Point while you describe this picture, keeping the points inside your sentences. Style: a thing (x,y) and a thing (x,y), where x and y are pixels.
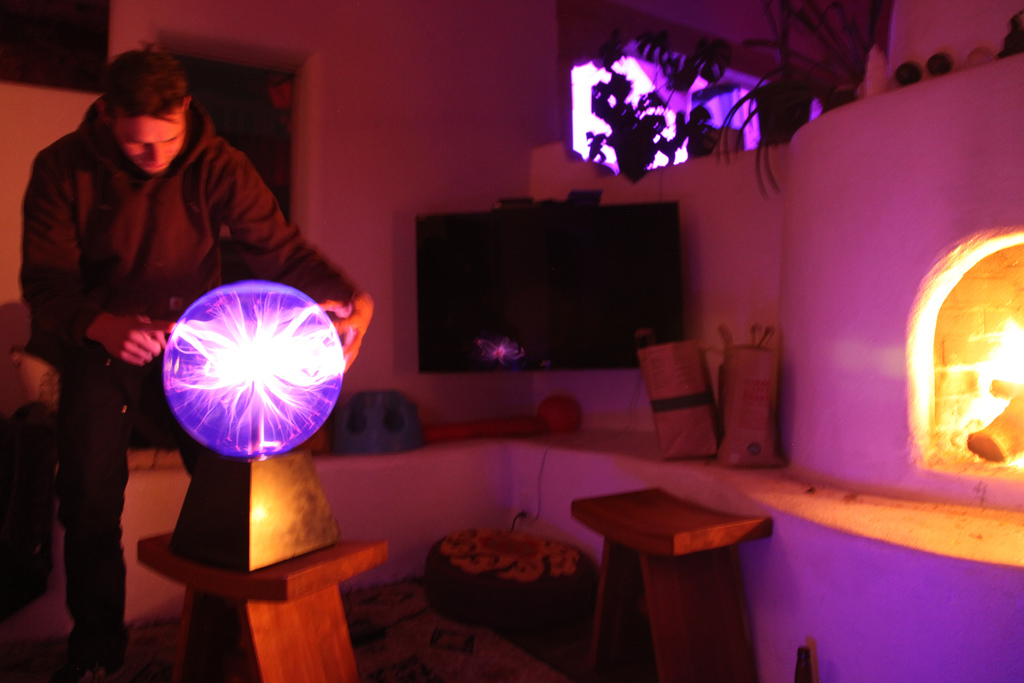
This is the picture of a room (545,513). In this image there is a person (50,159) standing and holding the object (292,389) and there is an object (307,389) on the stool (285,650). There is a television (422,367) and there are bags (676,400) and there is an object (409,418) on the wall (457,406). At the bottom (739,531) there are stools (598,642) and there is bottle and object (530,598). On the right side of the image (901,448) there is a fireplace (957,428). There are plants (804,126) on the wall (373,187). There are frames (56,19) on the wall (428,75).
